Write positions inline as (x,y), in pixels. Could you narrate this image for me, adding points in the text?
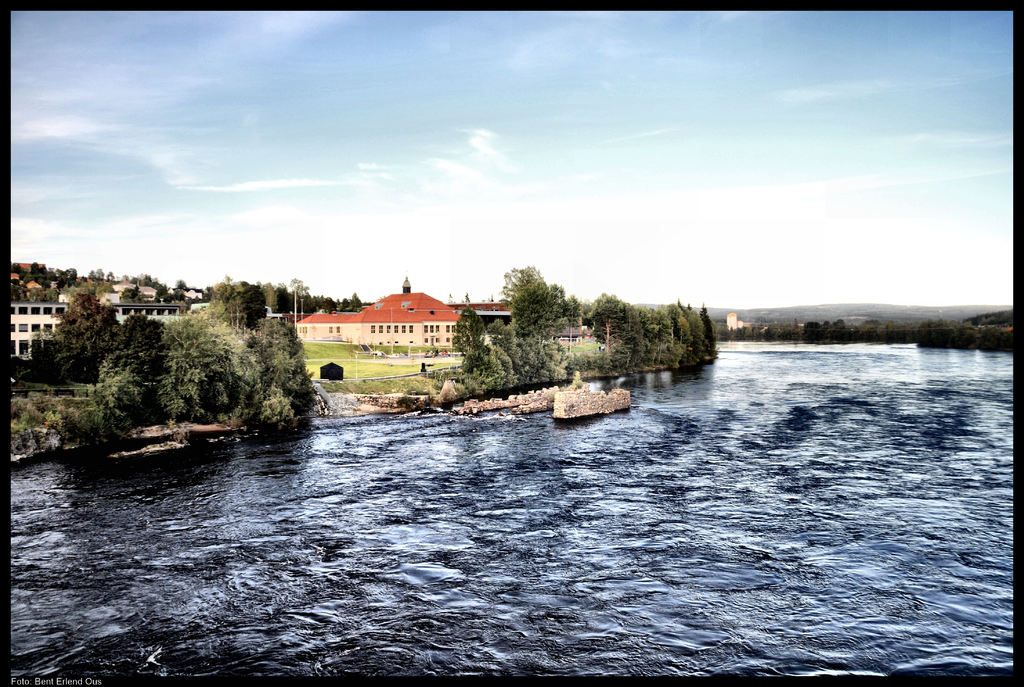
There is water (561,554). On the sides of the water (430,509) there are trees (254,361). Also there are buildings (411,331). In the background (399,202) there is sky (522,173).
